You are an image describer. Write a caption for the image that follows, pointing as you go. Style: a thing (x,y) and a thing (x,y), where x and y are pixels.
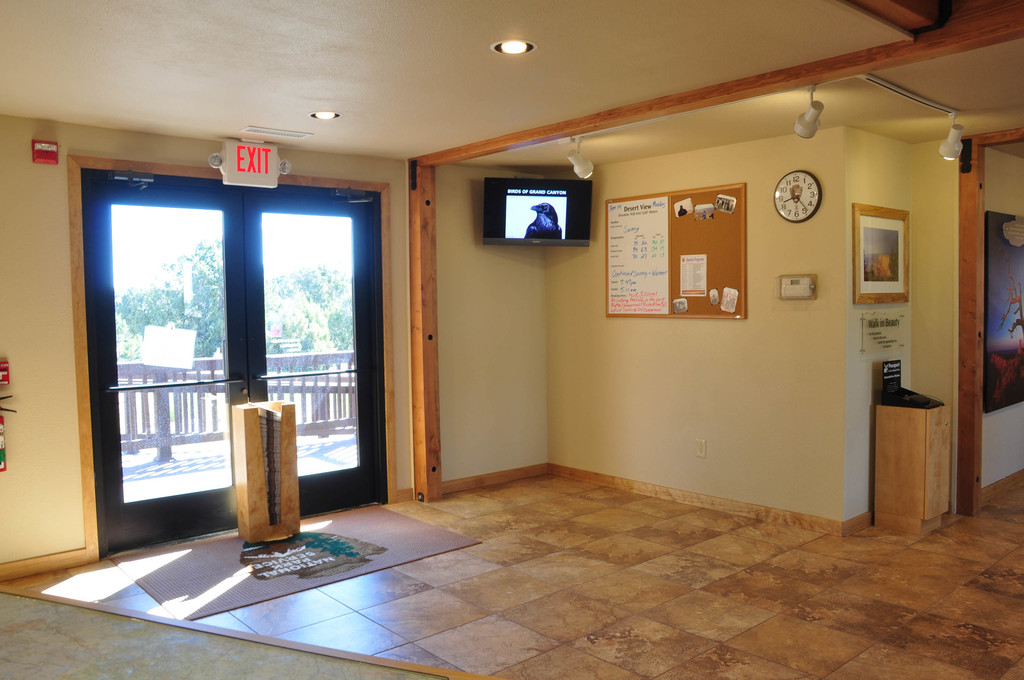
In this image we can see door (113,207), television (539,197), board (680,250), clock (794,186), photo frame (858,257), lights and behind the door (287,374) we can see a fence (139,375) and trees (159,302).
